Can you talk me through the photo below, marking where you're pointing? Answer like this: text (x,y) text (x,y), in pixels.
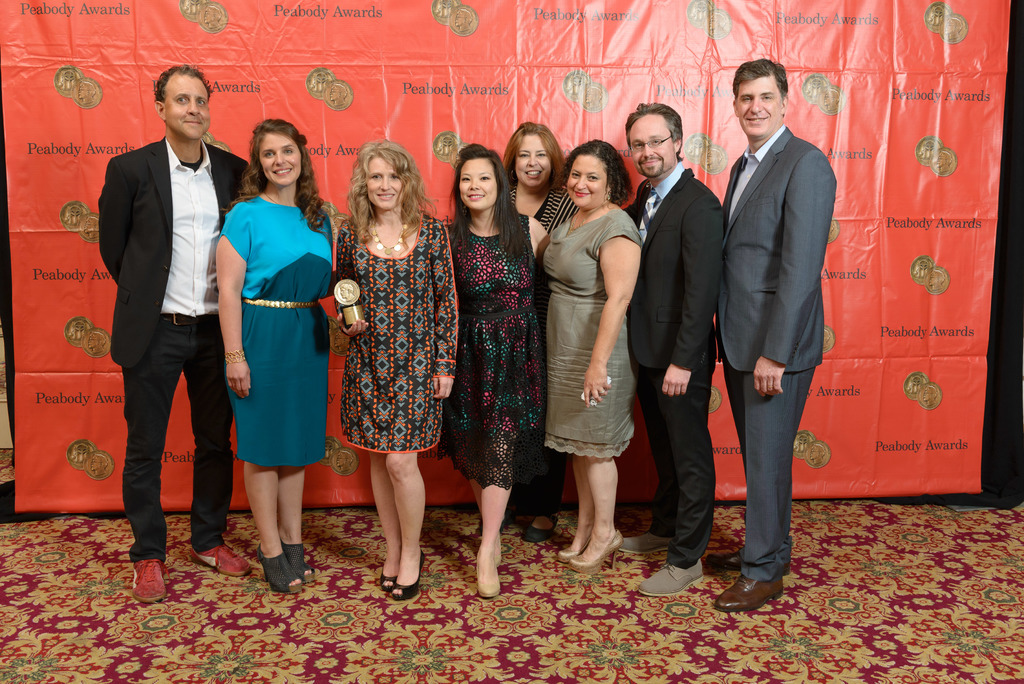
In this image we can see a few people (437,385) are standing on the floor (377,639) with a smile, one of them is holding an award (361,321), behind them there is a banner (890,366).
